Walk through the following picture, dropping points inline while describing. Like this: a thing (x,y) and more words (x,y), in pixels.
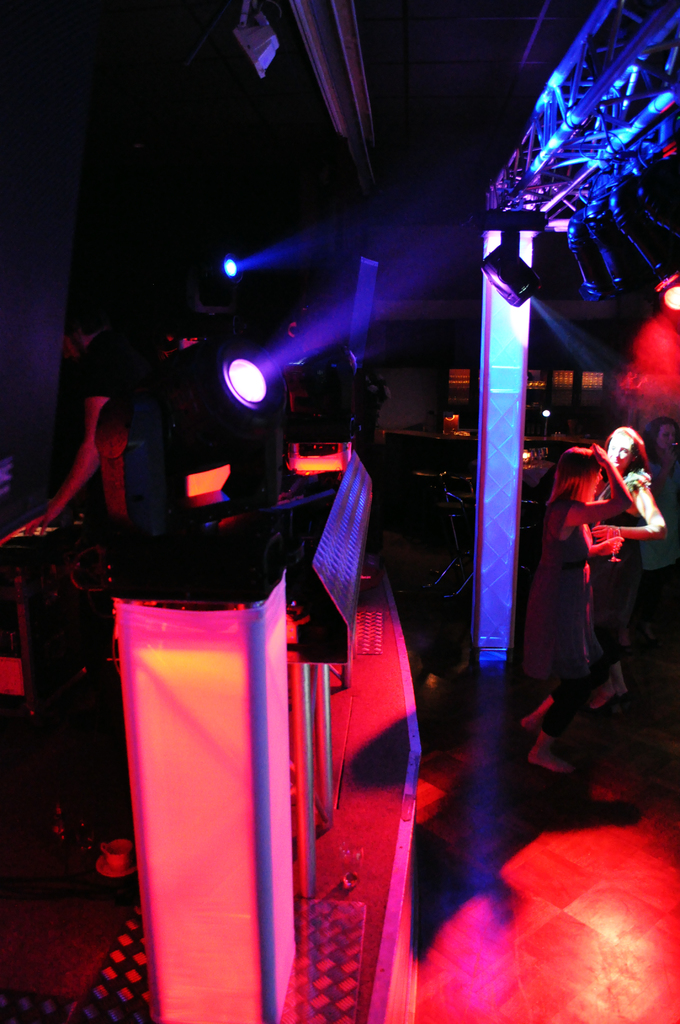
In this image, we can see two persons (593,667) standing and wearing clothes (575,698). There is a metal frame (561,113) on the right side of the image (583,94). There are lights (294,416) in the middle of the image (262,548). There are poles (319,786) at the bottom of the image (268,965).
